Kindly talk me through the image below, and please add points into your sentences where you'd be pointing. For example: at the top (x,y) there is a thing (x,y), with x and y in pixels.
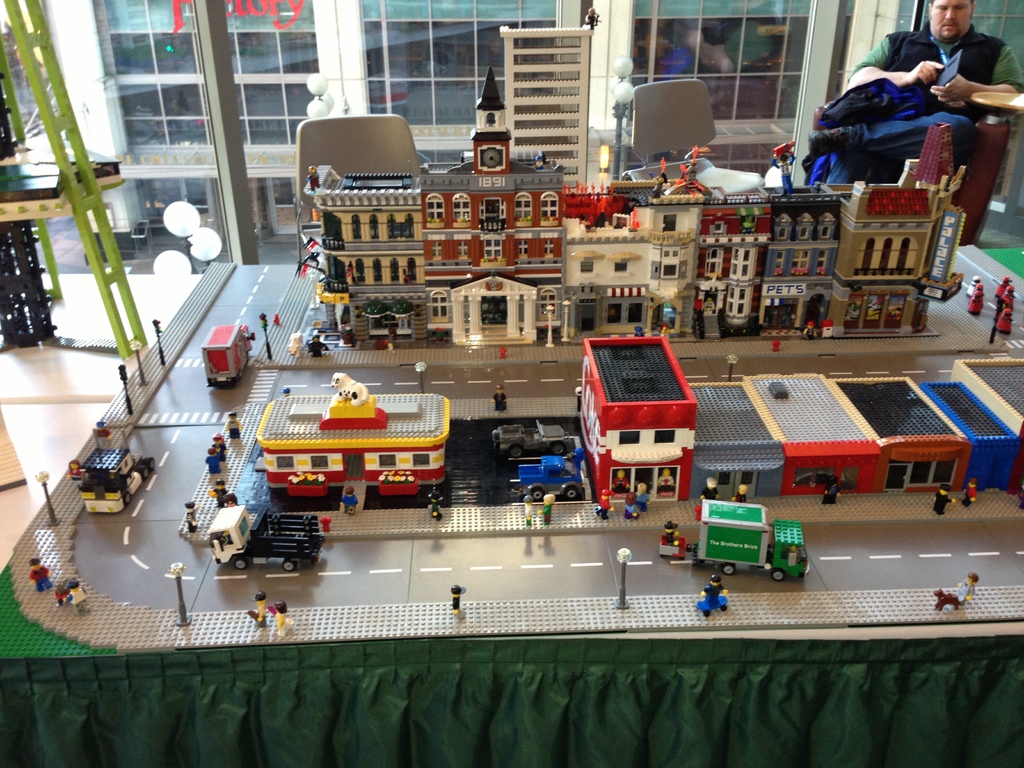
In the picture I can see toys (469,427) in the shape of buildings (617,348), vehicles (695,549), poles (180,595), road (412,550) and some other things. I can also see buildings (830,81), a person (917,60) is sitting and holding some object (941,77) in hands (954,91).
